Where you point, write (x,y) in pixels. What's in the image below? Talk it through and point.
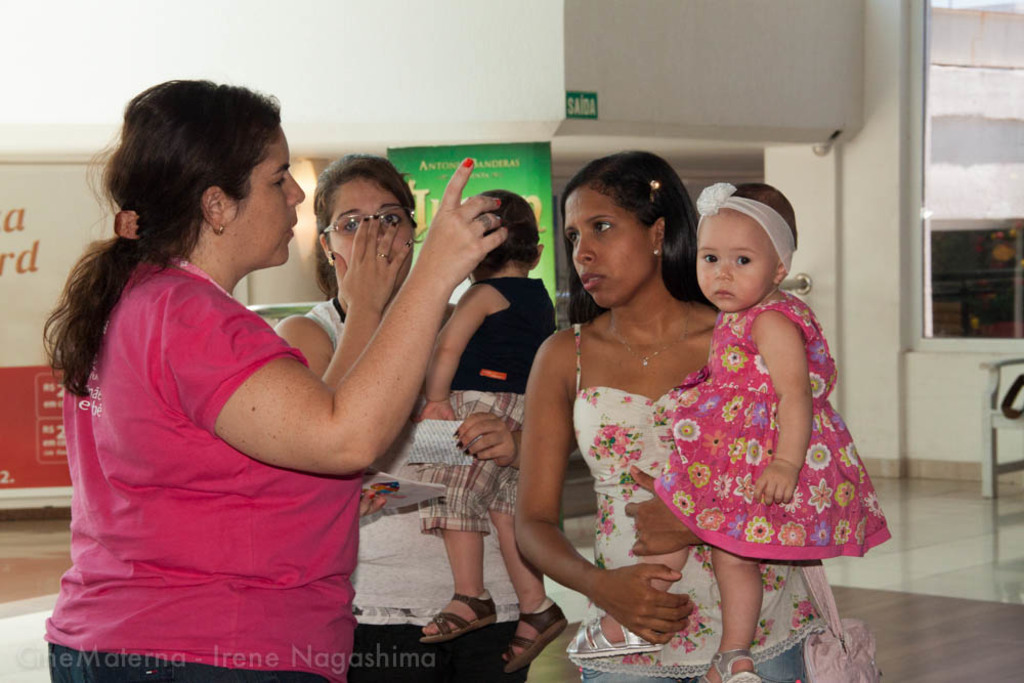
In this image we can see two women (539,502) with kids (647,559) and one woman (336,642) and these three women (385,524) are standing on the floor (842,605). In the background (480,148) we can see the banner (522,156) and also a chair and a glass window (966,242) and some text board (597,106) attached to the wall (695,89). We can also see a board (26,399) with text (59,426) on the left (61,486). In the bottom left corner (63,660) there is text (270,661).
